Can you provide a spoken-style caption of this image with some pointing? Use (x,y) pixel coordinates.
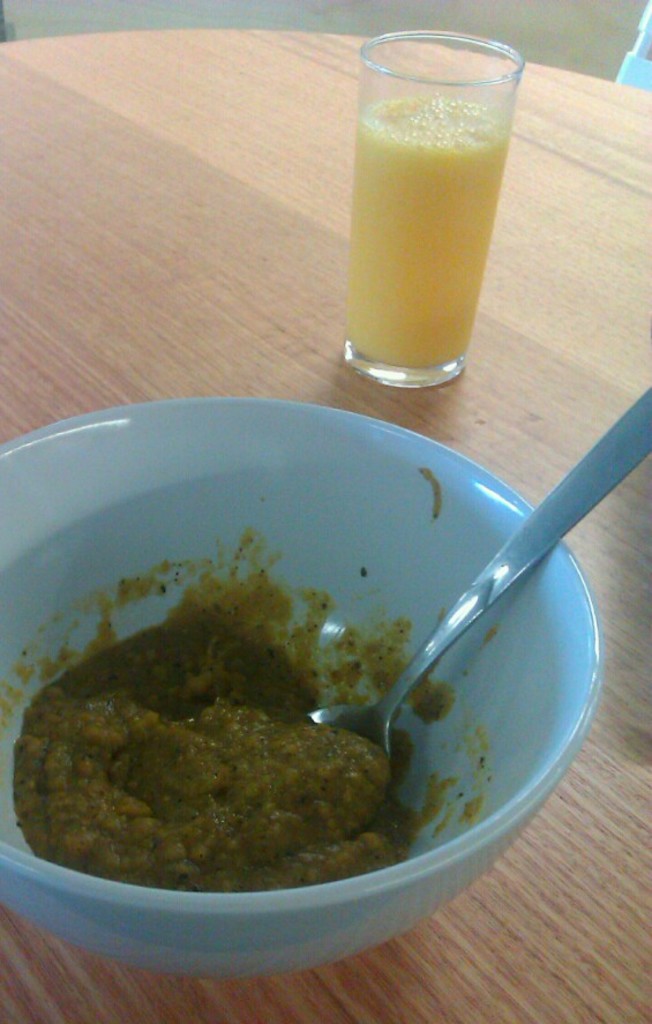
This image consists of a bowl (72,528) in blue color along with a spoon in which there is food (243,846). Beside that, there is a glass (389,348) of juice (414,360) are kept on a table (507,885) made up of wood (89,115). At the bottom (608,926), we can see the table (337,261).
